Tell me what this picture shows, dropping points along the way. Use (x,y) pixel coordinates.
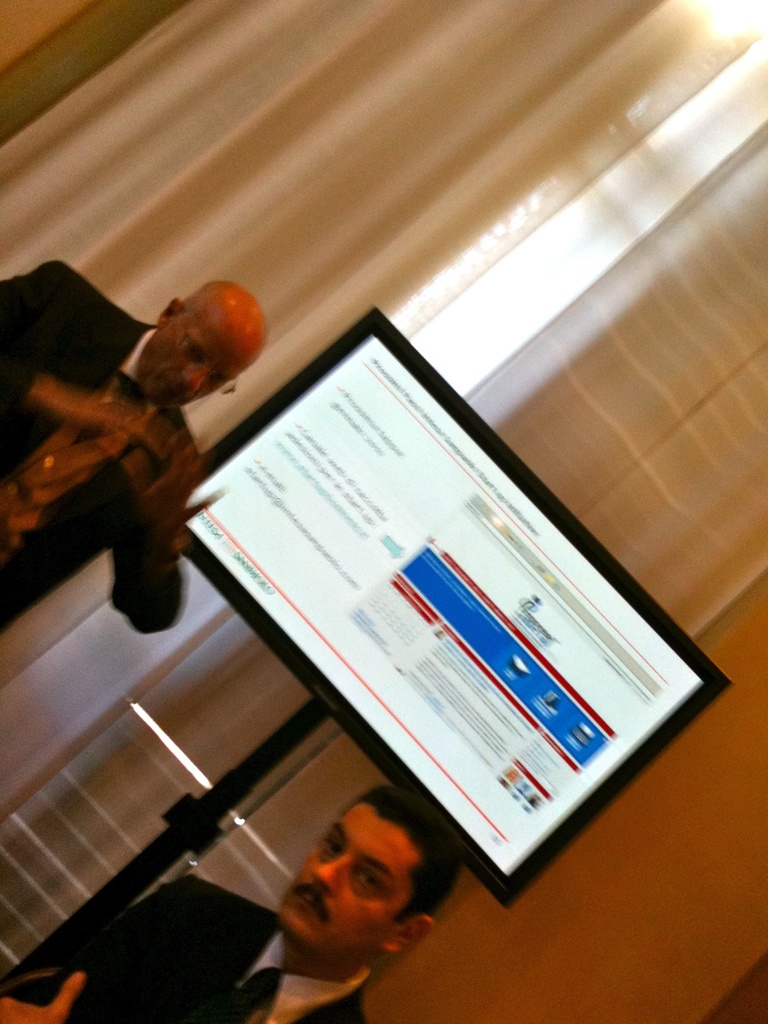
Towards left (79,480) there are two men (68,481) standing, they are wearing suits (232,972). In the center of the picture (392,522) there is a television (460,511), behind the television (408,402) there are curtains (511,282).
